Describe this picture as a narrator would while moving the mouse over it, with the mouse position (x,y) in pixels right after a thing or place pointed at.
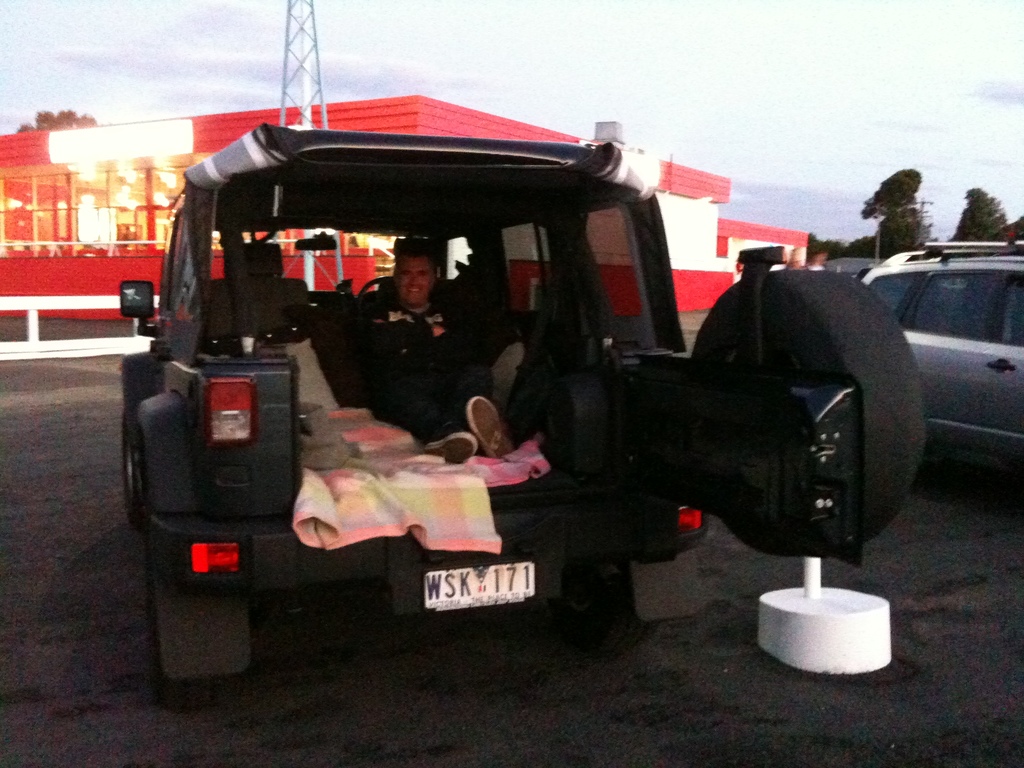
in this picture we can see here a vehicle (312,143) on the road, and in it a person (439,378) is sitting and smiling, and in front there is a building (106,175), and at above there is the sky (205,53).
